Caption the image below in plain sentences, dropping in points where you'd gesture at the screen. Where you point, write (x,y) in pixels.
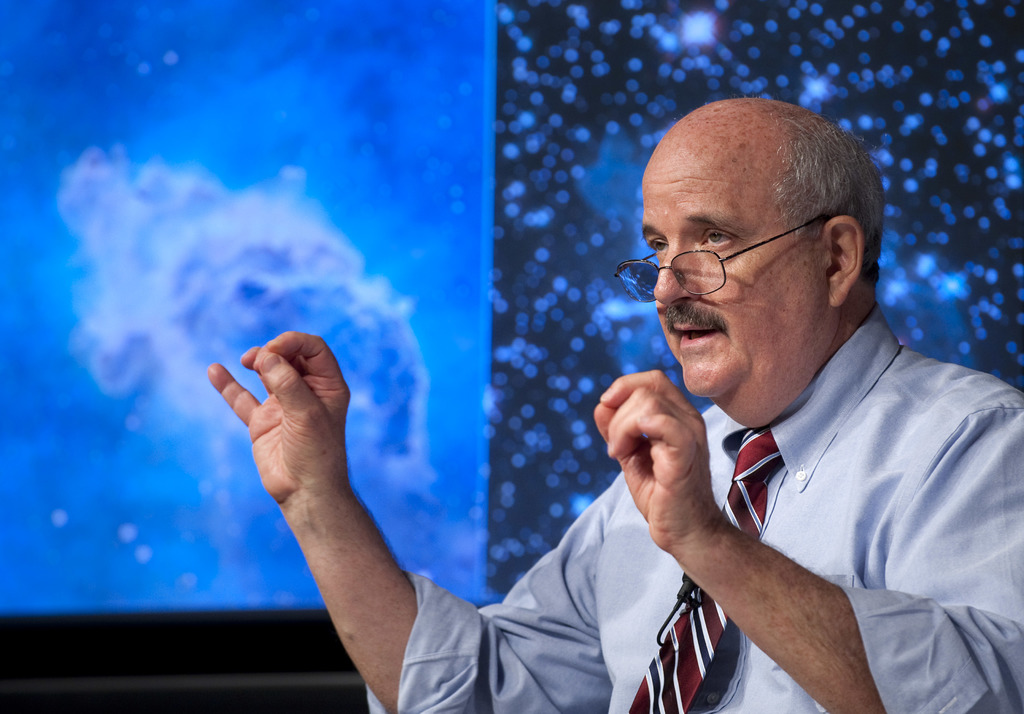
In the foreground of the image (309,429) there is a person (676,516). In the background of the image (209,348) there is a screen (384,103).
